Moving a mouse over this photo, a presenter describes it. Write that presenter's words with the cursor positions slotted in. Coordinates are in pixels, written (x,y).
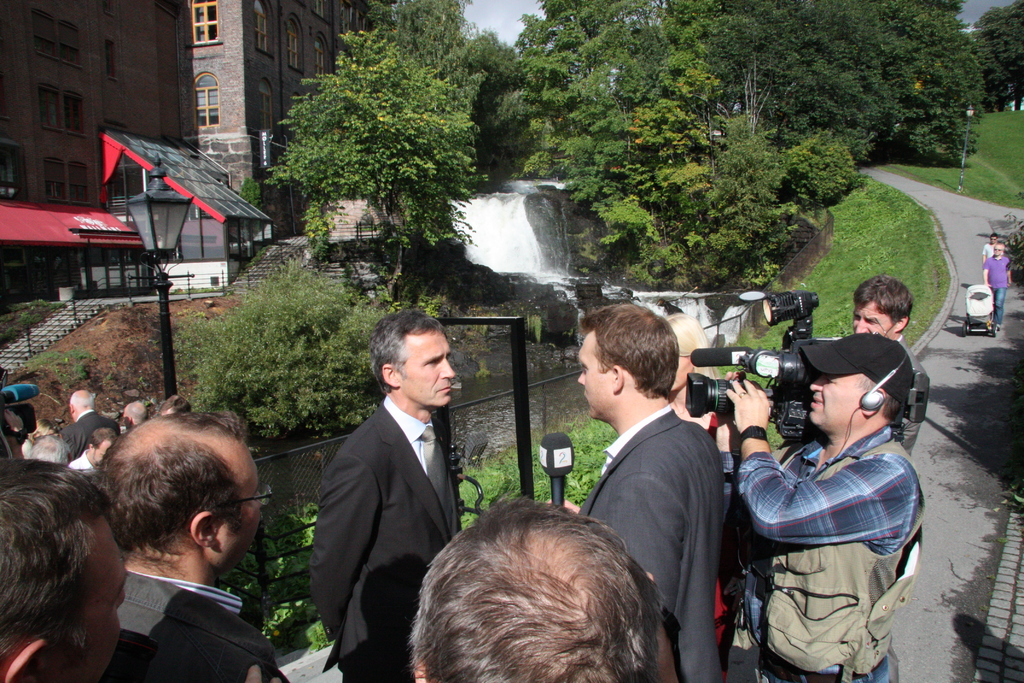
In this picture I can see group of people (621,433) are standing. This person (621,454) is holding a microphone (565,450) and this person (767,472) is holding video camera (808,424). In the background (498,225) I can see water (513,235), the grass (585,450), trees (655,116), the sky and buildings (218,104). Here I can see a road (962,203) on which some people (998,297) are walking. Here I can see street light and some other objects (81,218) over here.
